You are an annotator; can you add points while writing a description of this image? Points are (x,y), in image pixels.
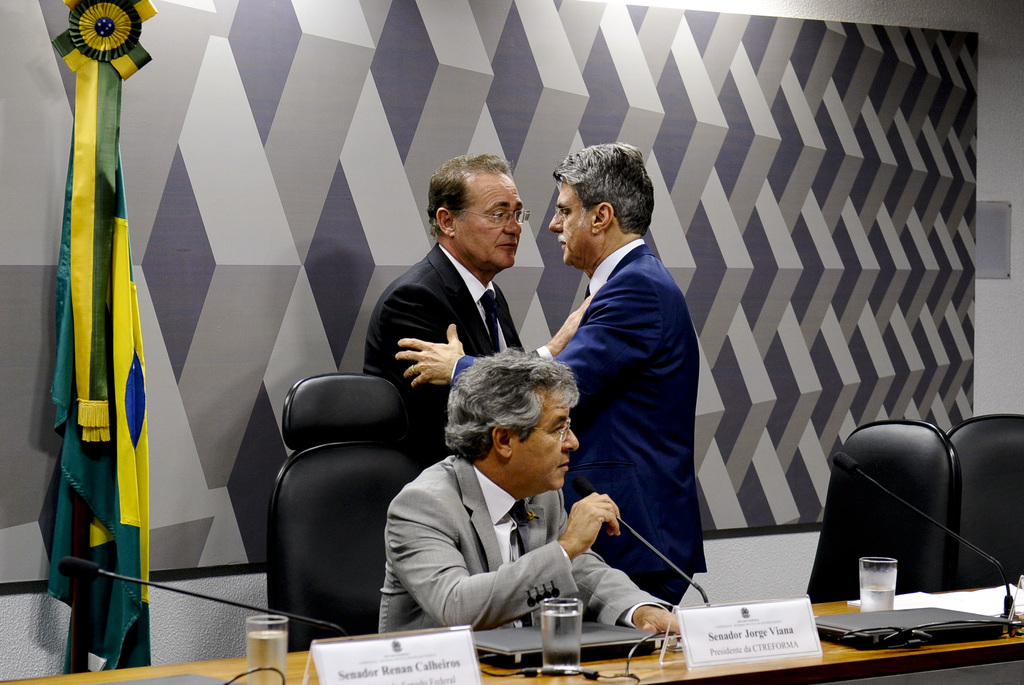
In a room (969,262) there is a man (458,584) sitting on the chair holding microphone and talking over microphone (617,519). There is a glass (560,658) and name board (459,666) in front of him. At his back there are two men (425,318) standing and talking to each other. At one corner of the room (59,482) there is a flag (58,392) hanging.
